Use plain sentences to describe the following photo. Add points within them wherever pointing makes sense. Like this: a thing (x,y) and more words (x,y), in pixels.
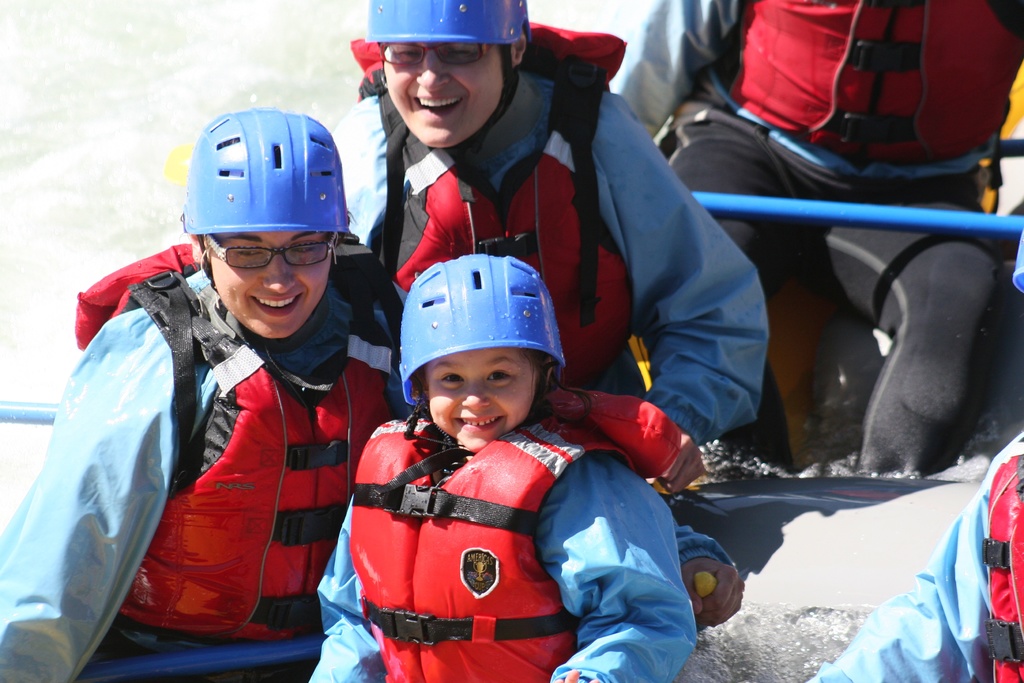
In this image, I can see few people (749,378) sitting on a rafting boat (819,535). These people (615,503) wore life jackets (592,451) and helmets (551,344). In the background (137,168), I can see water (172,73).
